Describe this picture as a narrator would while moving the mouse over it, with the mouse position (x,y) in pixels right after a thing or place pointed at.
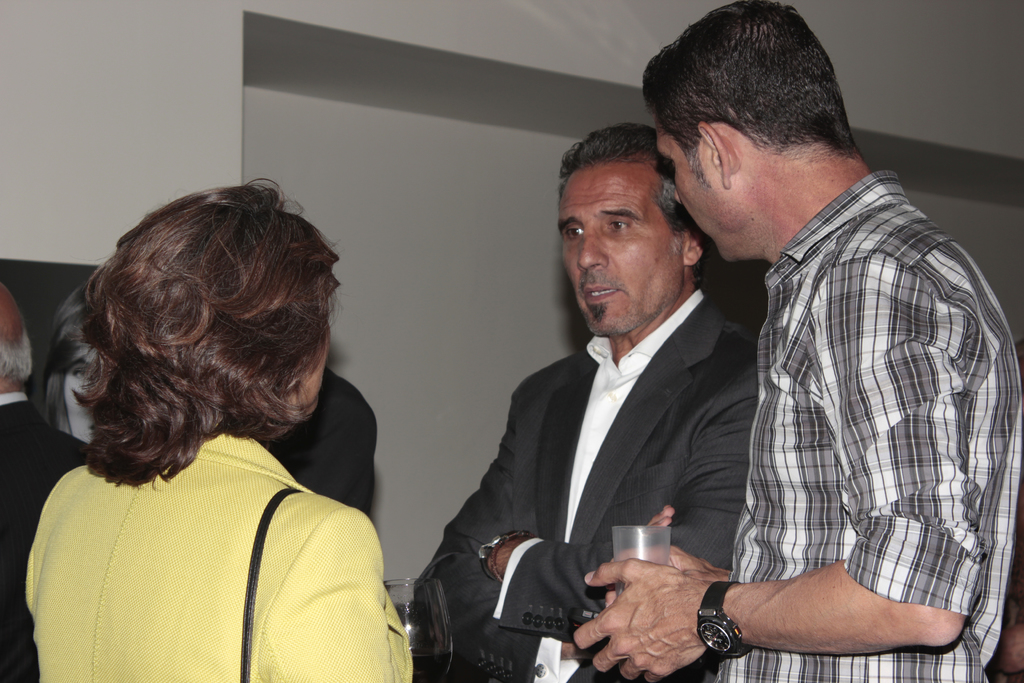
In this image there are people (656,484) standing and one man (769,532) is holding a glass (657,556) in his hand (664,585), in the background (17,128) there is a wall (402,108).
